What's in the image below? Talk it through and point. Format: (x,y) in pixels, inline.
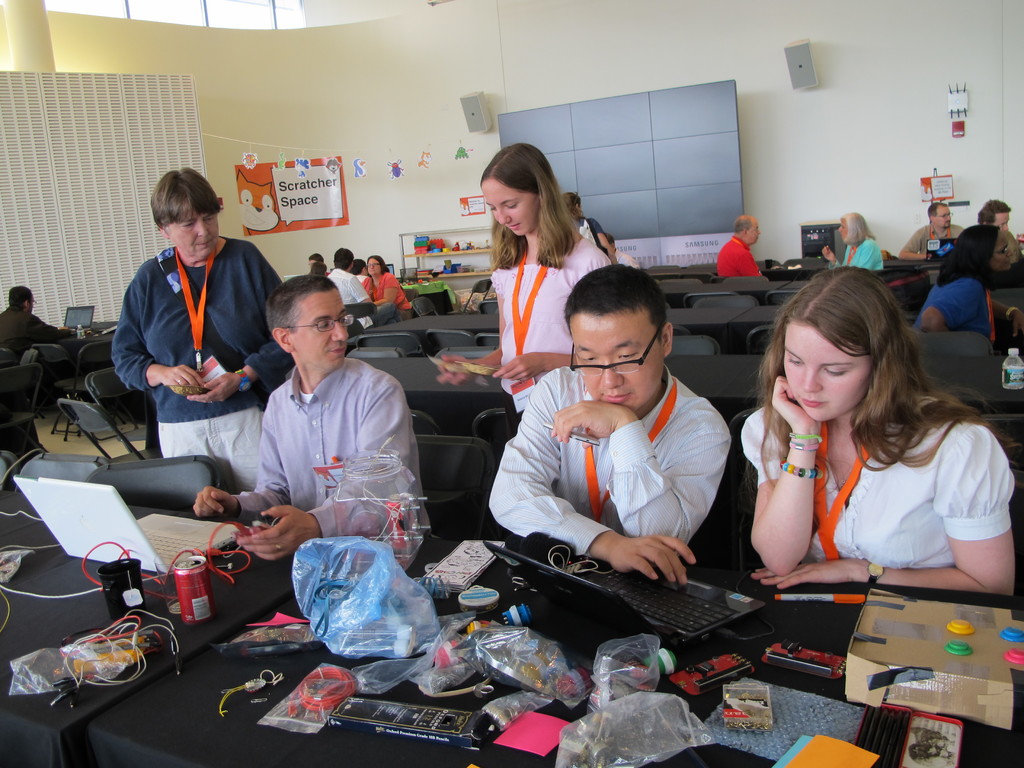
In this image I can see group of people (688,443), some are sitting and some are standing and I can see two laptops (105,504), few covers (369,600), cardboard boxes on the table (314,661). In the background (280,198) I can see the banner (266,187) attached to the wall (319,75) and the wall (274,73) is in cream color.
